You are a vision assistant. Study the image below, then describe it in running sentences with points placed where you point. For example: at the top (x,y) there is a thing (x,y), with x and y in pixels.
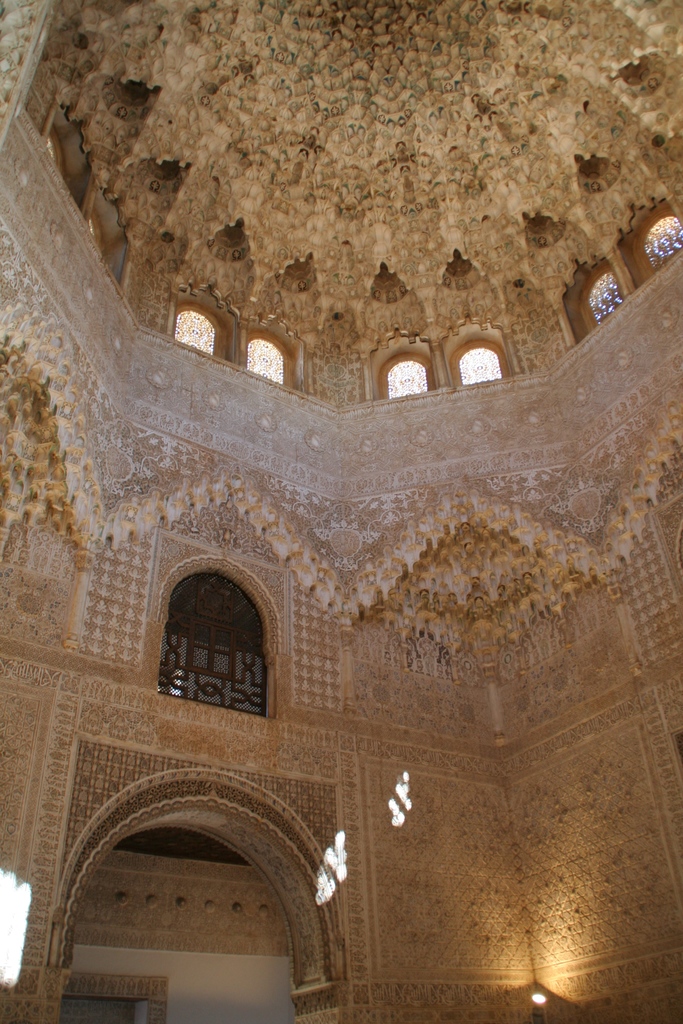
In the image there is an arch (272,886) in the foreground (247,781) and around the arch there are beautiful carvings (386,657) and windows (467,370) to the walls (305,389) inside an architecture (300,174).
